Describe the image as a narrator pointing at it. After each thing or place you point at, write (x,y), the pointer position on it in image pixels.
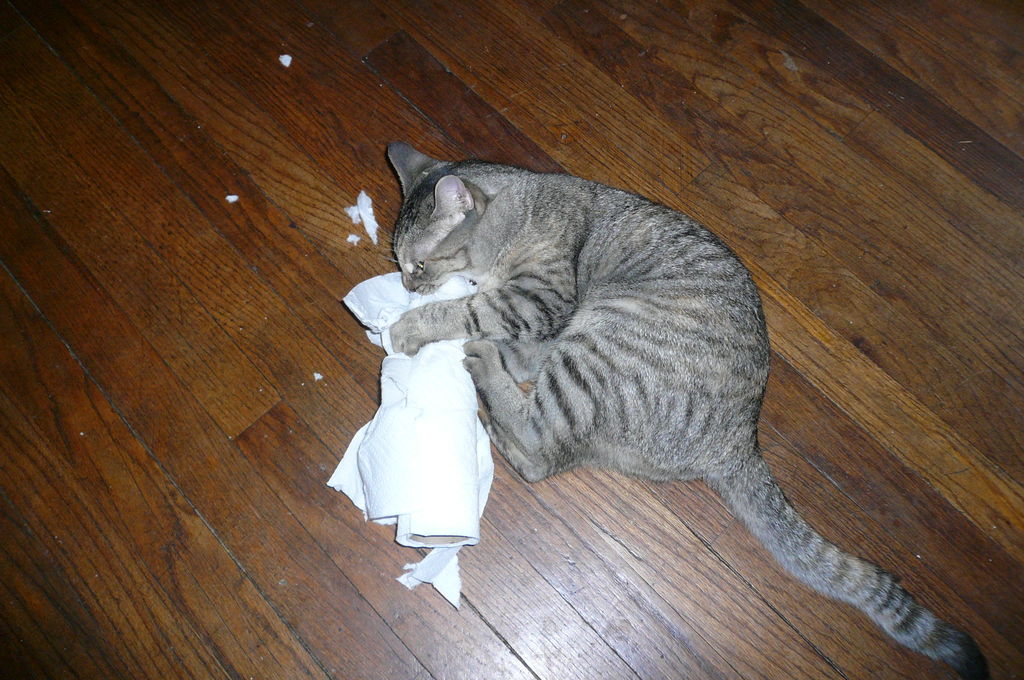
In the center of the picture (553,270) there is a cat (569,359) holding a tissue roll (436,422). The cat (459,318) is on the wooden floor (364,125).
